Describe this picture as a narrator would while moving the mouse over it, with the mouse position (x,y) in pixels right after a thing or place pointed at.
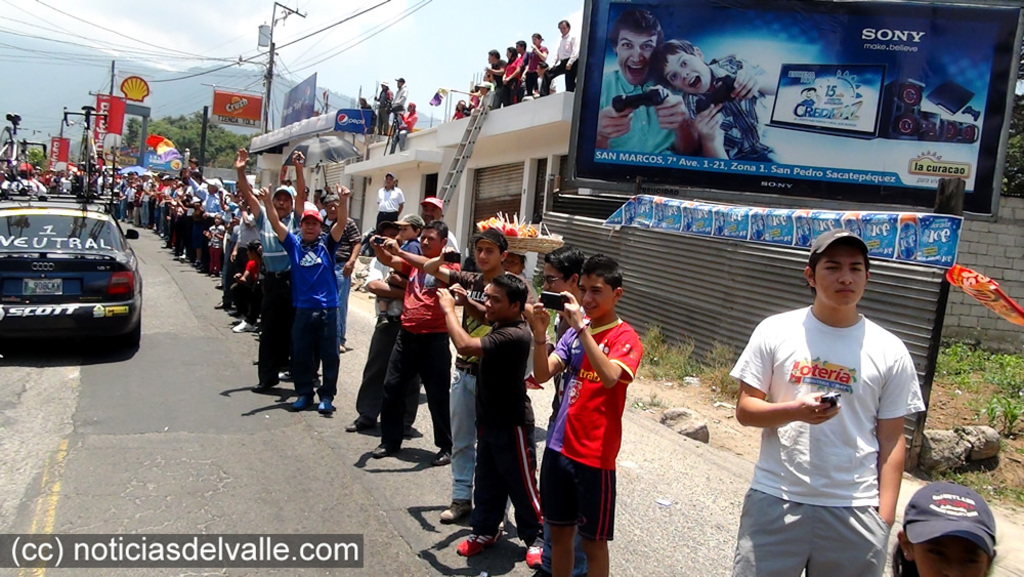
In the center of the image (351,326) there is a road (262,483) on which there are people (590,546) standing. There are vehicles (60,209). To the right side of the image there is a house (366,160). There is a advertisement board (614,130). In the background of the image (175,61) there are mountains (17,59), sky (211,34). There are electric wires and poles (271,78). At the bottom of the image (322,545) there is text (79,546).
